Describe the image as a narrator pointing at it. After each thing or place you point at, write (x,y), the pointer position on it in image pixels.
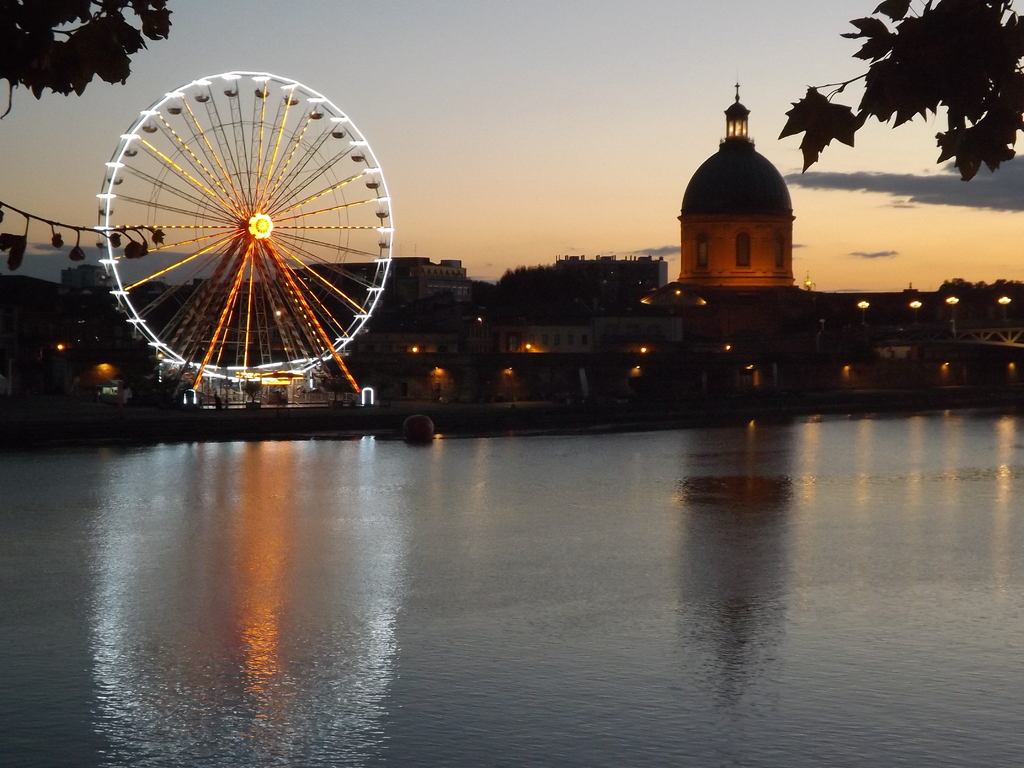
In this picture we can see water (470,469) and a giant wheel (249,194) on the left side of the image (264,184), in the background (637,283) we can find few trees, lights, buildings (732,256) and clouds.
